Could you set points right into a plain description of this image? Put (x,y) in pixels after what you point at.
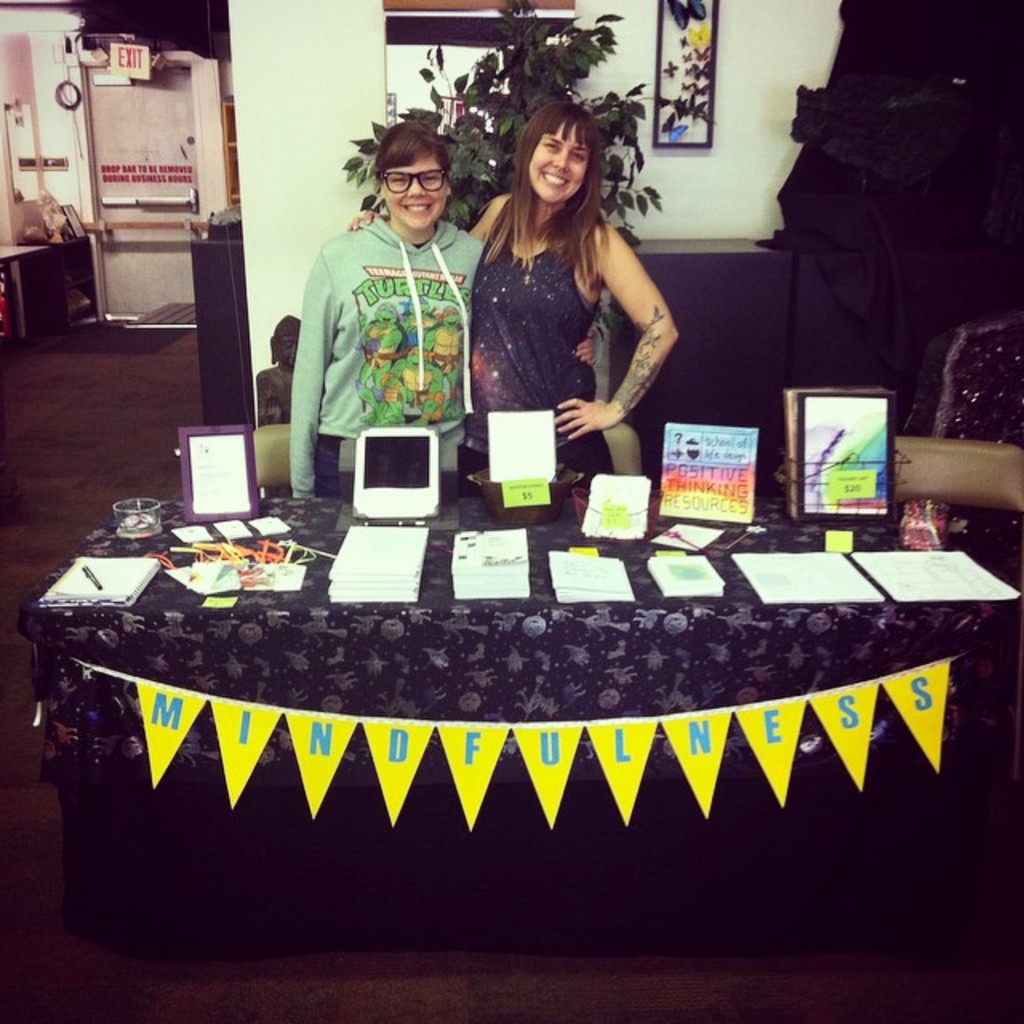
In the picture I can see books (405,570), pens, frames (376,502), bowls (122,513) and some other objects (229,709) on the table (284,686). In the middle of the image (429,360) I can see two women (441,274) standing and smiling. In the background (461,111), I can see trees (544,99) and other objects (131,196).
